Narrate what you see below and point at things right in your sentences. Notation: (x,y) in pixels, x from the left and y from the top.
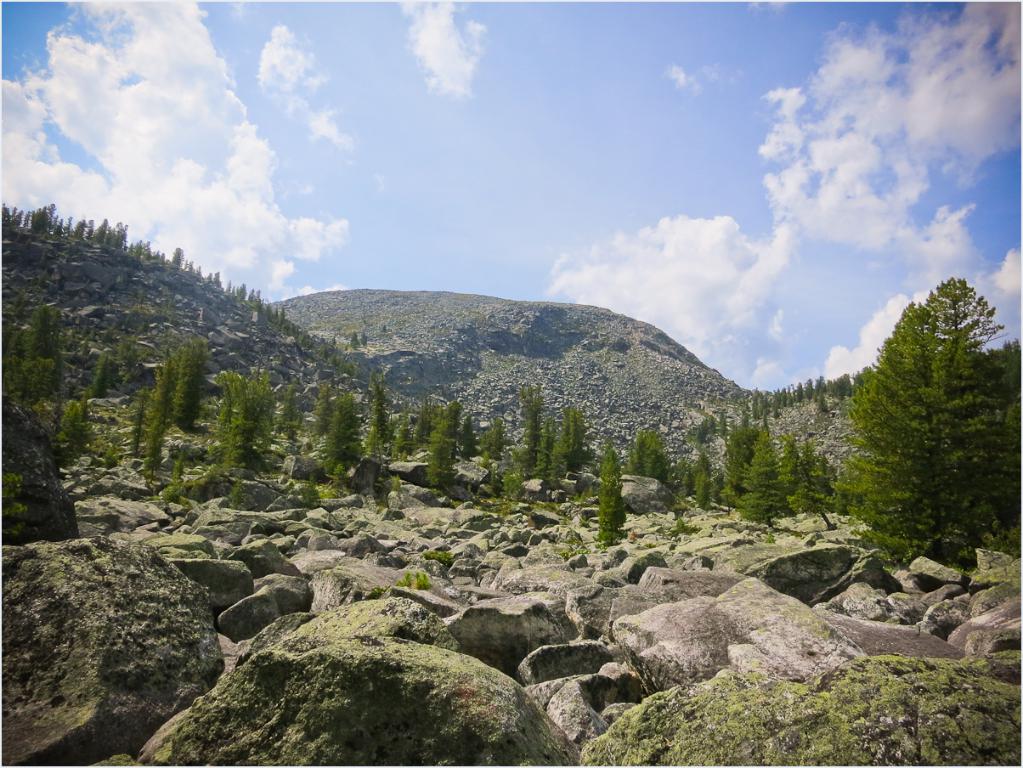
In the picture I can see some stones (507,539), trees (436,437) and in the background of the picture (393,403) there are some mountains (438,380) and sunny sky (465,182).
